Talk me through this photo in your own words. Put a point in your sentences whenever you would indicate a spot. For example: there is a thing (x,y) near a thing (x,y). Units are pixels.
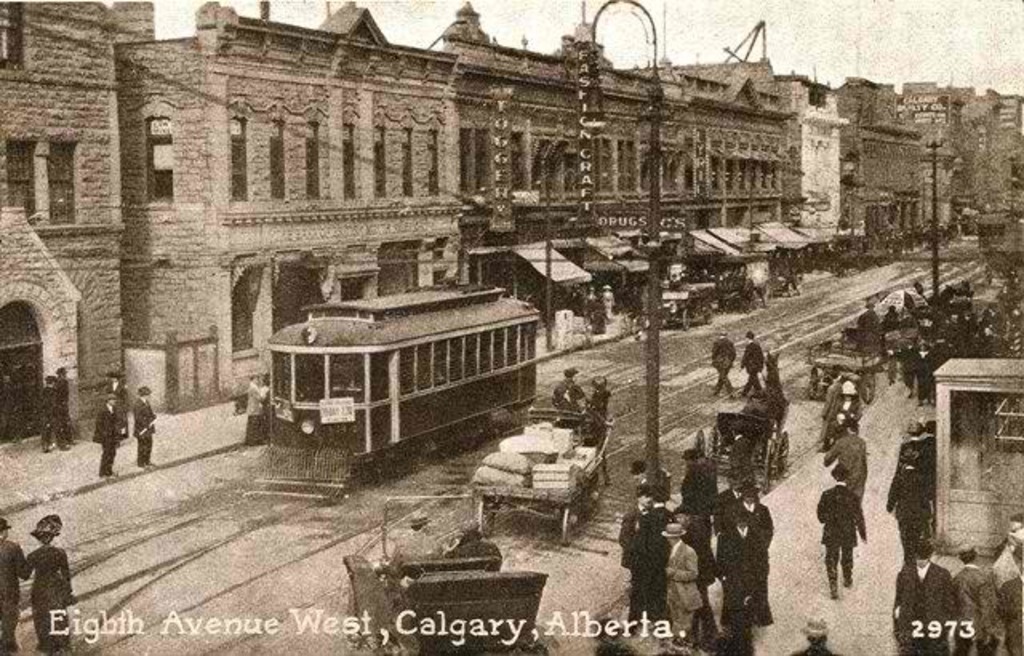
This is a black and white image. In the foreground (539,493) we can see the group of persons (1000,342) and group of vehicles (398,450) and we can see the poles (654,169). On the left (86,118) there are some buildings (691,150). In the background (716,45) there is a sky (1022,43). At the bottom (127,616) we can see the text (274,620) on the image.
